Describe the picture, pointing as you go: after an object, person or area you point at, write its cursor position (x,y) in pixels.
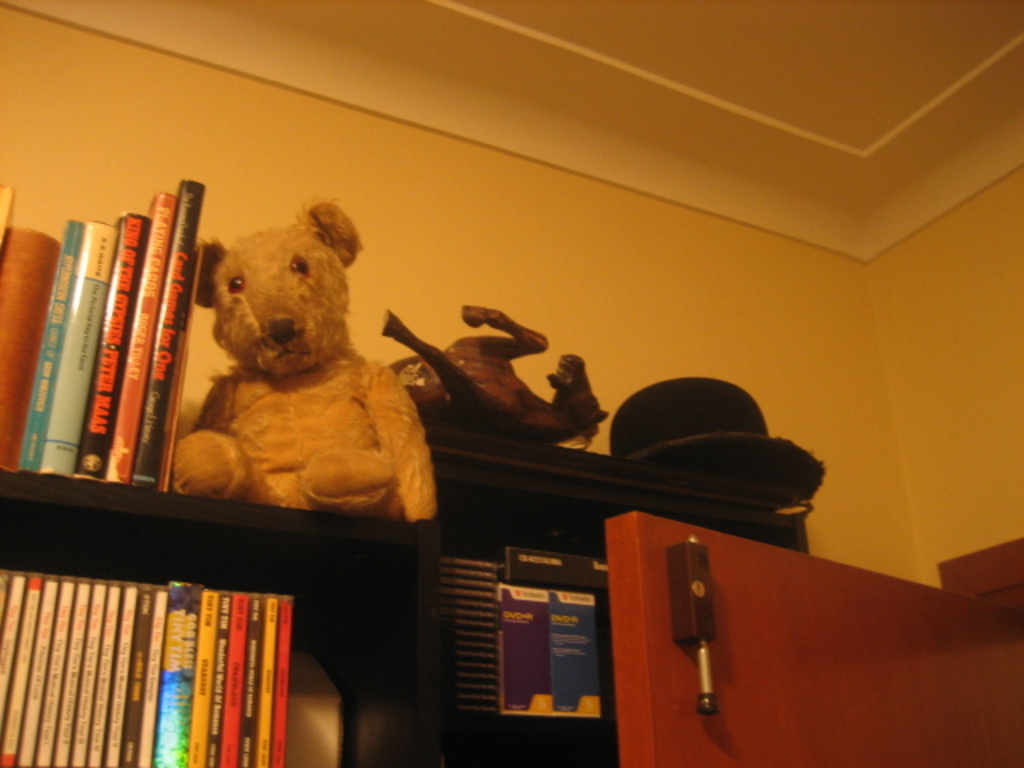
In the image there is a soft toy (278,374), beside that there are some books (32,436) and under that there is a shelf (91,503) and in that shelf (89,523) also there are many books (218,597), there is a door (654,636) on the right side (734,718) and behind the door (705,606) there is a hat (693,423) and a horse toy (514,352), in the background (545,367) there is a wall (415,291).
